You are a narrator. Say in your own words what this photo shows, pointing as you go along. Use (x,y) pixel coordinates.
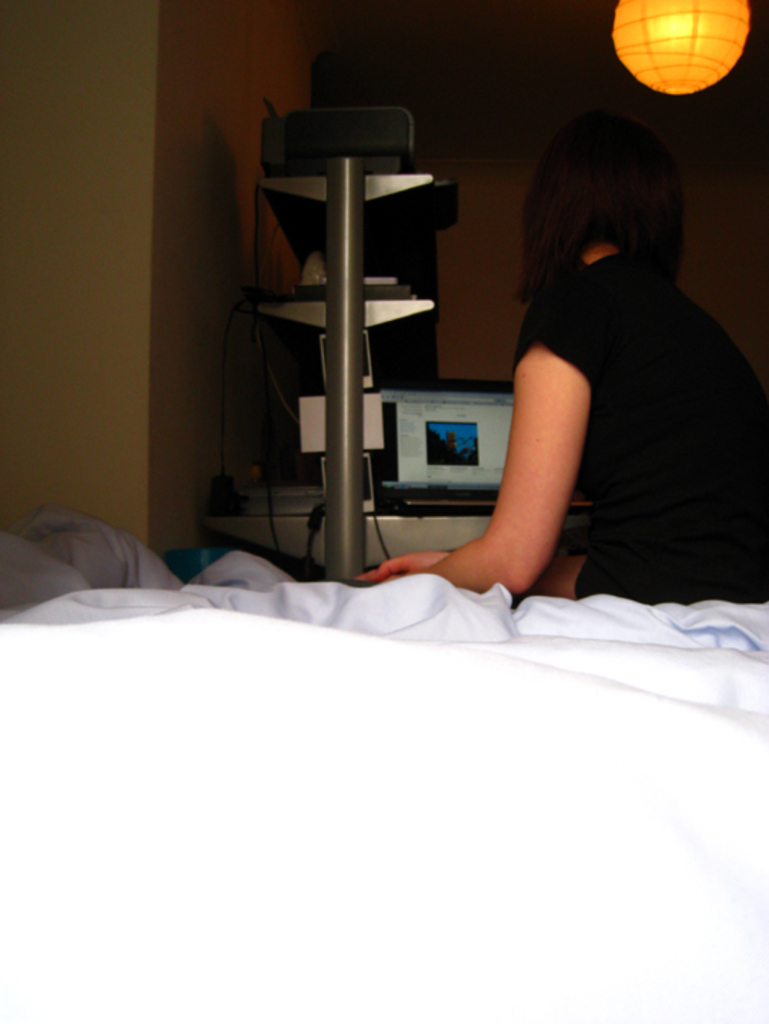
In the foreground of this picture (228,723) we can see a white color object (310,655) seems to be the bed (450,675) and we can see a person (597,254) wearing black color dress (613,347) and sitting on the bed (597,660). In the background (456,288) we can see the wall (472,248), light (695,22), laptop (451,440) and some other objects (338,510) and a table (412,532).
